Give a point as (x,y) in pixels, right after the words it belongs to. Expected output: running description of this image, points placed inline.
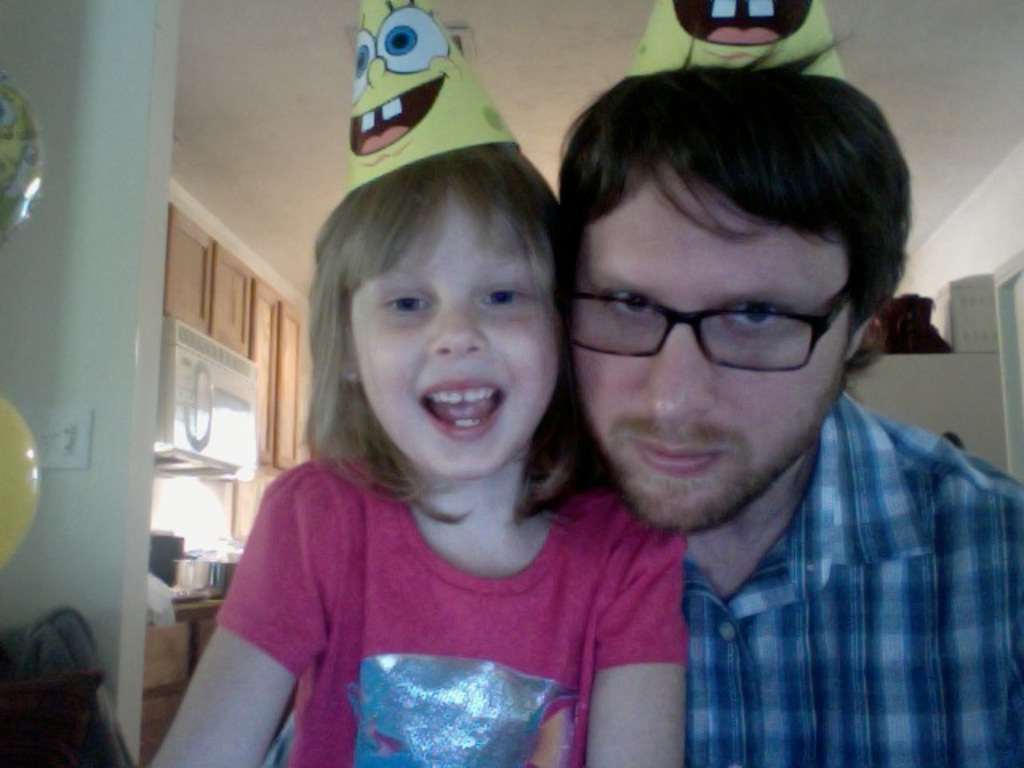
This is inside view. Here I can see a man (782,548) and a girl (443,583) are having caps (686,60) on their heads (410,177) and giving pose for the picture. The girl (406,609) is wearing pink color t-shirt (470,632) and the man (879,604) is wearing blue color shirt (898,556). On the left side (10,472), I can see two balloons (23,462). In the background (183,616) there is a table (221,592) on which few objects (175,559) are placed. On the top of it I can see a cupboard (267,357).
